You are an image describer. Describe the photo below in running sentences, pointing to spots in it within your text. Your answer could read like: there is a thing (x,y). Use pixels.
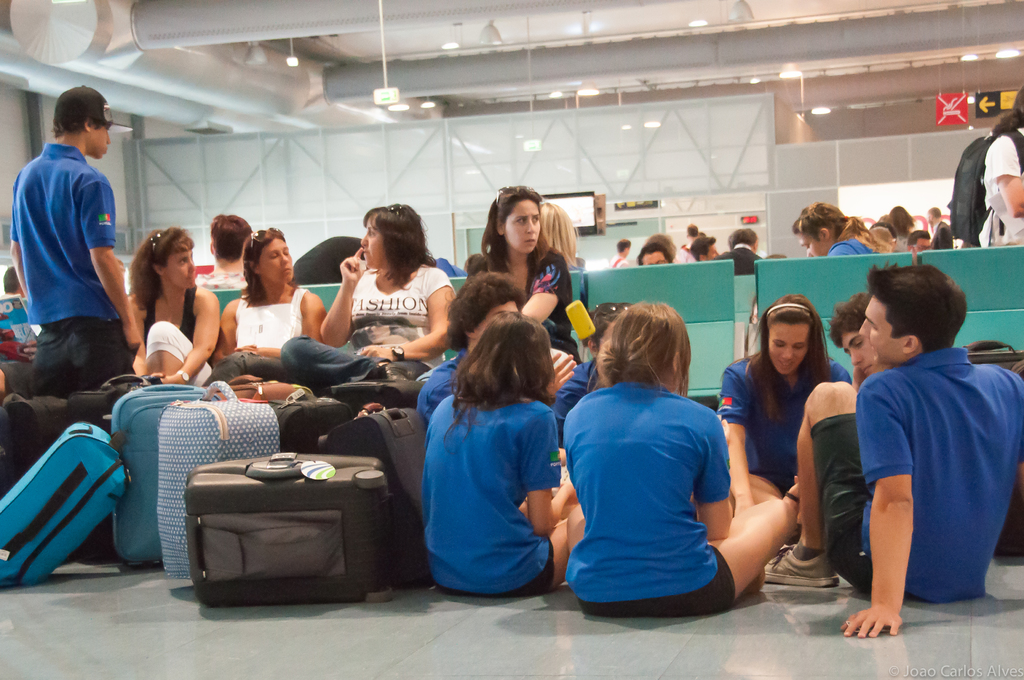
It is an airport (296,646), the picture is inside an airport (421,211), there are many people (220,273) waiting for the flights, there's a lot of luggage (338,480) to the left side (298,506), in the background (718,177) there are some directions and glass doors (464,188).
